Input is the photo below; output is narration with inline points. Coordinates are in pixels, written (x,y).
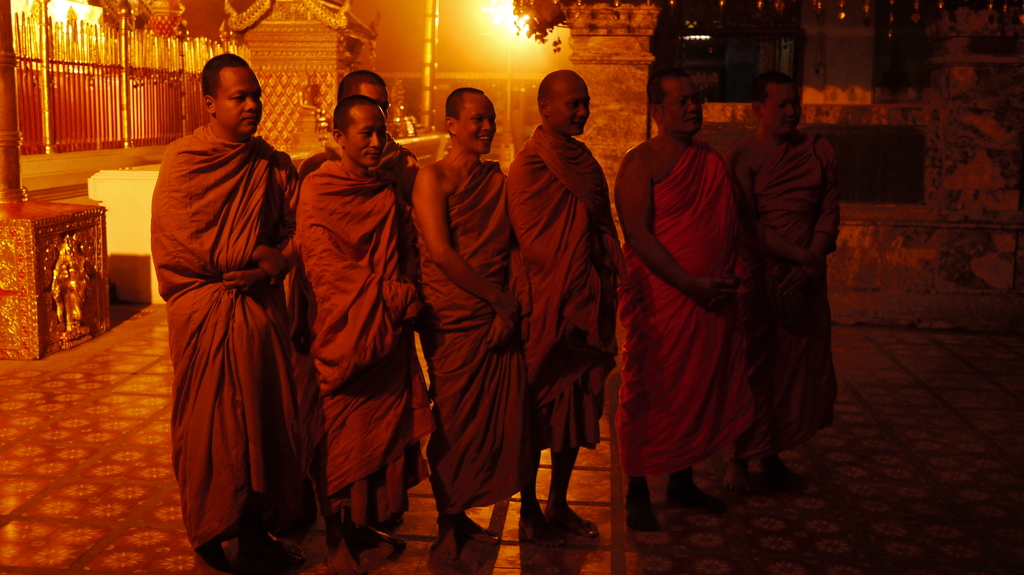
In this picture we can see a group of people (504,497) on the ground (713,525) and in the background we can see a fence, poles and some objects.
